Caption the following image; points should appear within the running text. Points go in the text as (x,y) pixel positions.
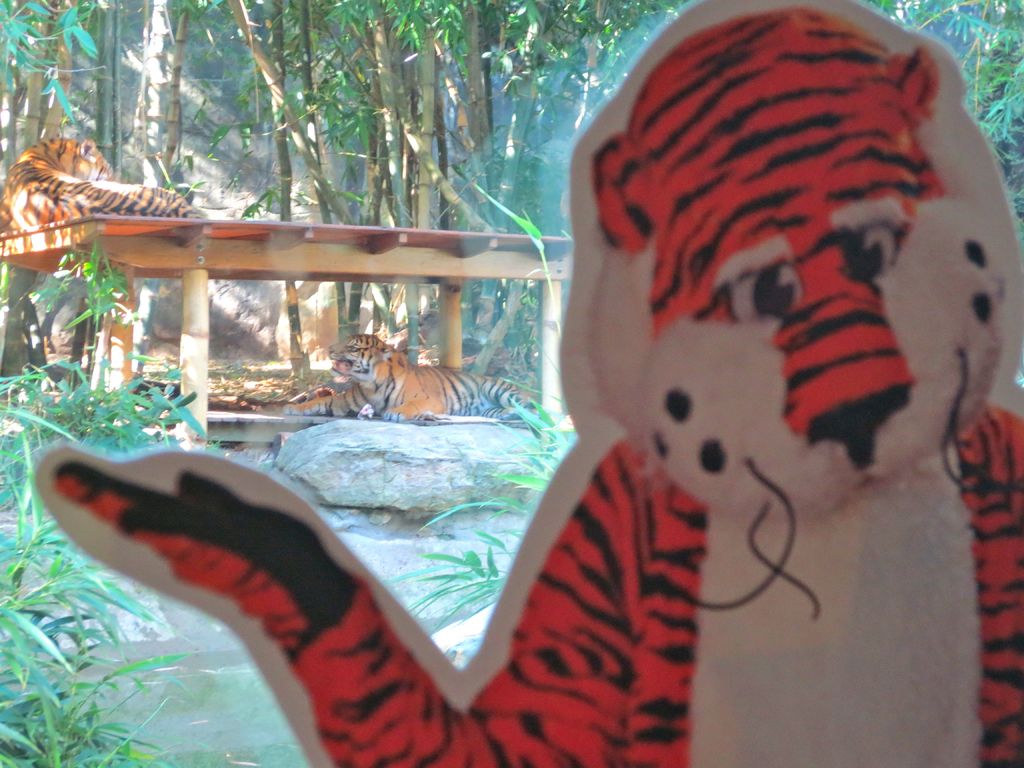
In this image I see the depiction (771,284) of a tiger (719,540) over here and in the background (155,297) I see 2 tigers (88,207), stones (449,425), plants (97,359), trees (97,359) and the wall (223,139).
